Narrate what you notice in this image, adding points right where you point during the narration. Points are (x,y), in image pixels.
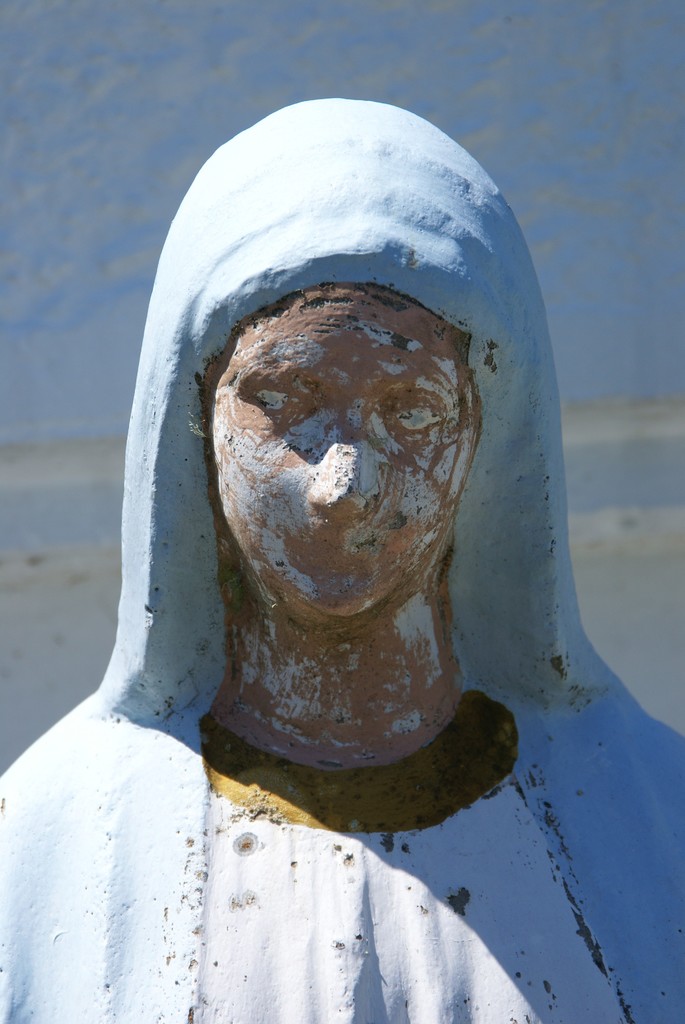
In the middle of this image (359,597), there is a statue (182,258) who is having a blue color dress (127,827). In the background (106,317), there is a blue color wall (656,390).
